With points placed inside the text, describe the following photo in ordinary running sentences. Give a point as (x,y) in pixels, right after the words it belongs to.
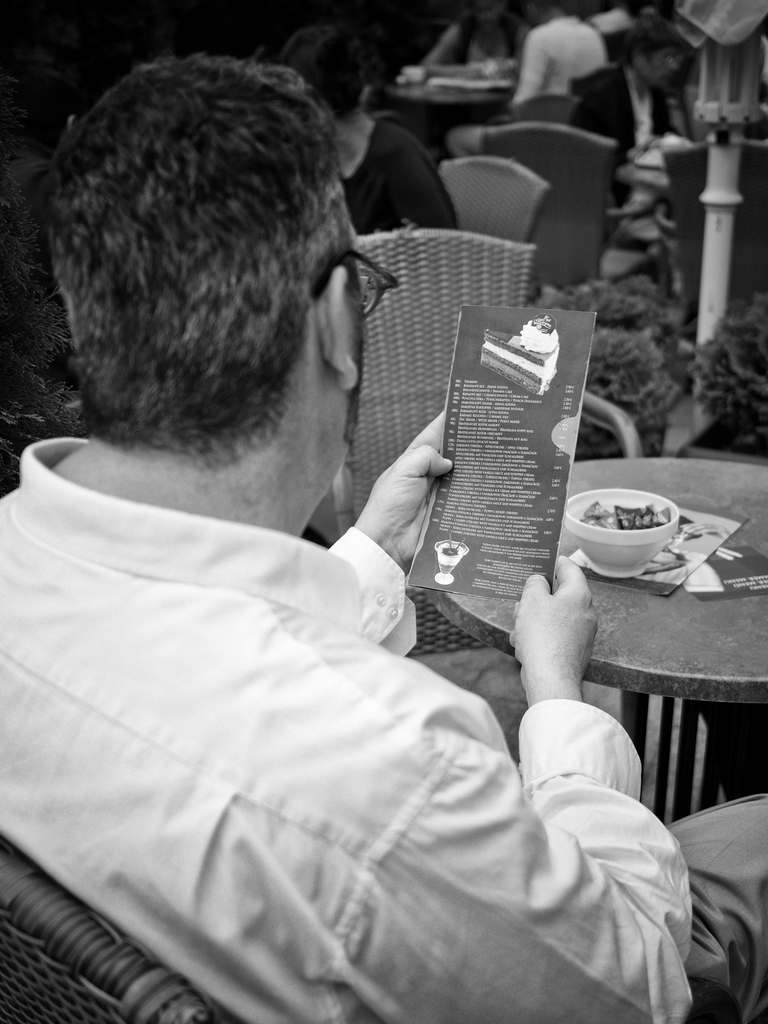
In this image there is a man (149,795) sitting in chair (101,978) and looking at the menu card (512,556). There is a table (660,604) in front of him on which there is a bowl (664,503) full of food (623,524). At the background (418,156) there are other people (580,65) who are sitting in the chair (554,114).
